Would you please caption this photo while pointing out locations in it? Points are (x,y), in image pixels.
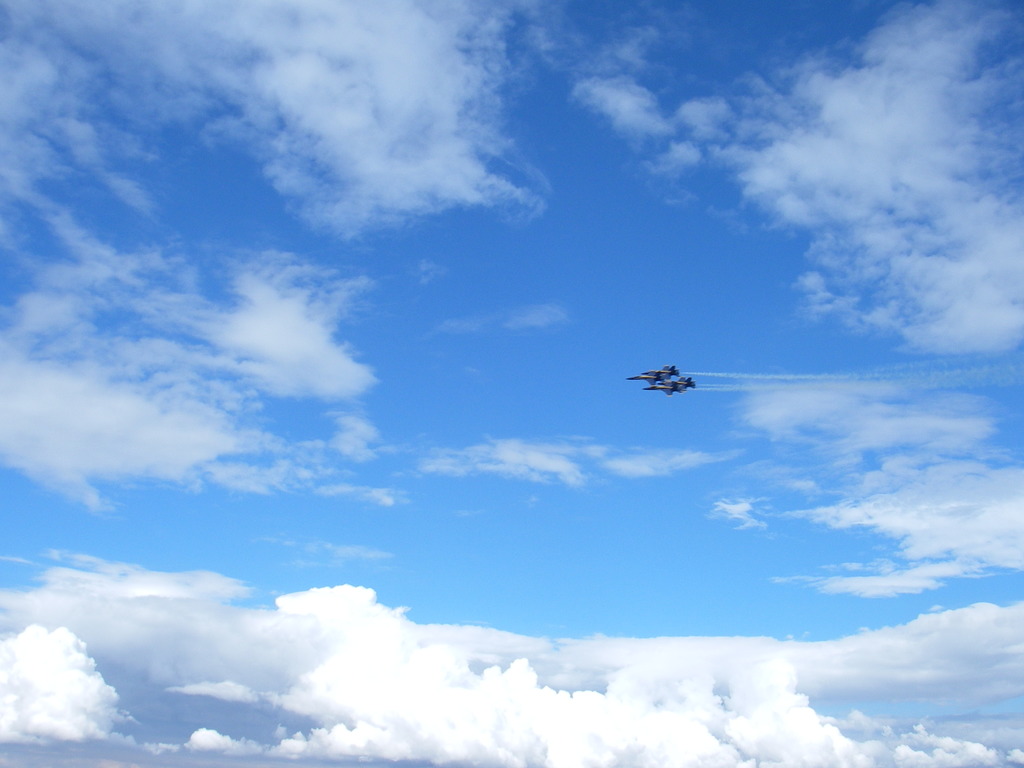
Here we can see a few planes (668,376) flying in the sky (458,339) and there are clouds (804,149) in the sky (864,112).
